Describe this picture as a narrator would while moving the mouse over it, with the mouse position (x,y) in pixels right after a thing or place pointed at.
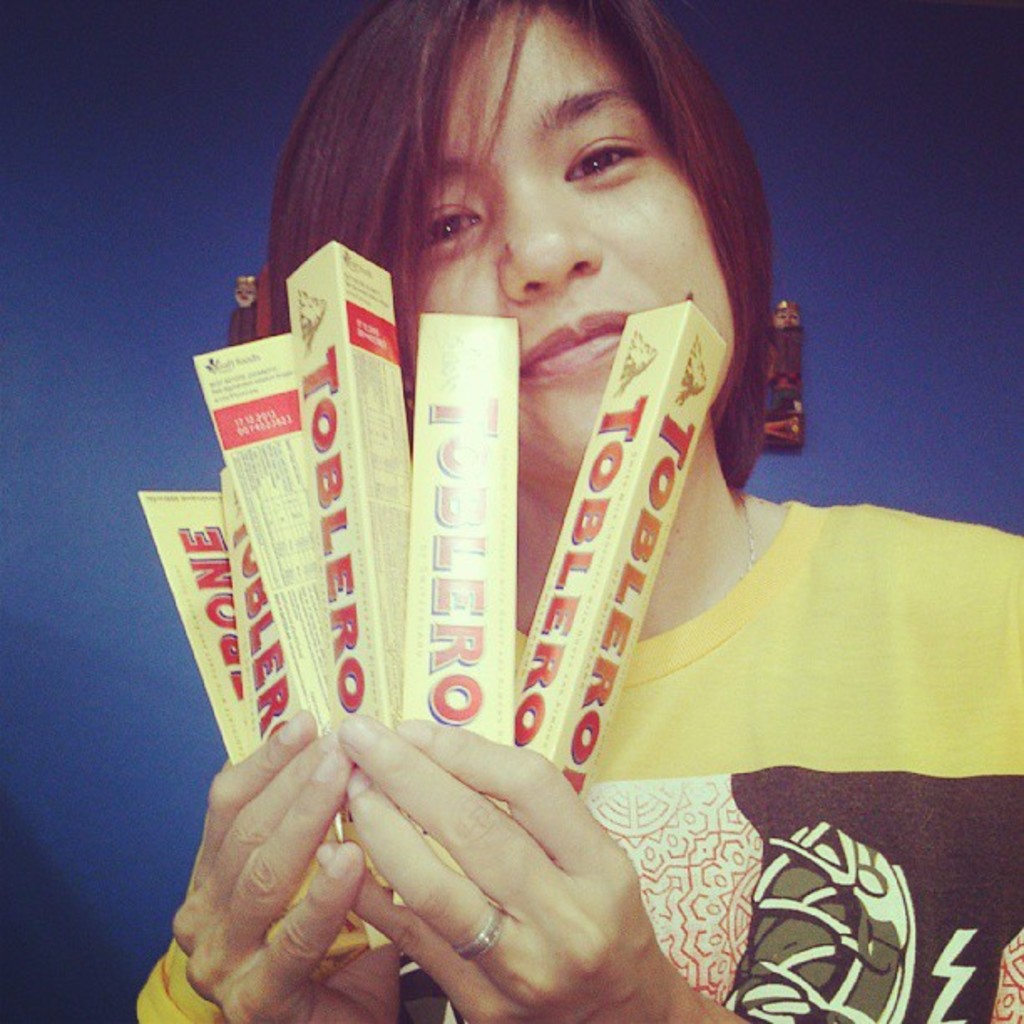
In this image, we can see a person (674,683) is watching and holding objects (258,622). She is smiling. Background (70,440) we can see blue color and objects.
